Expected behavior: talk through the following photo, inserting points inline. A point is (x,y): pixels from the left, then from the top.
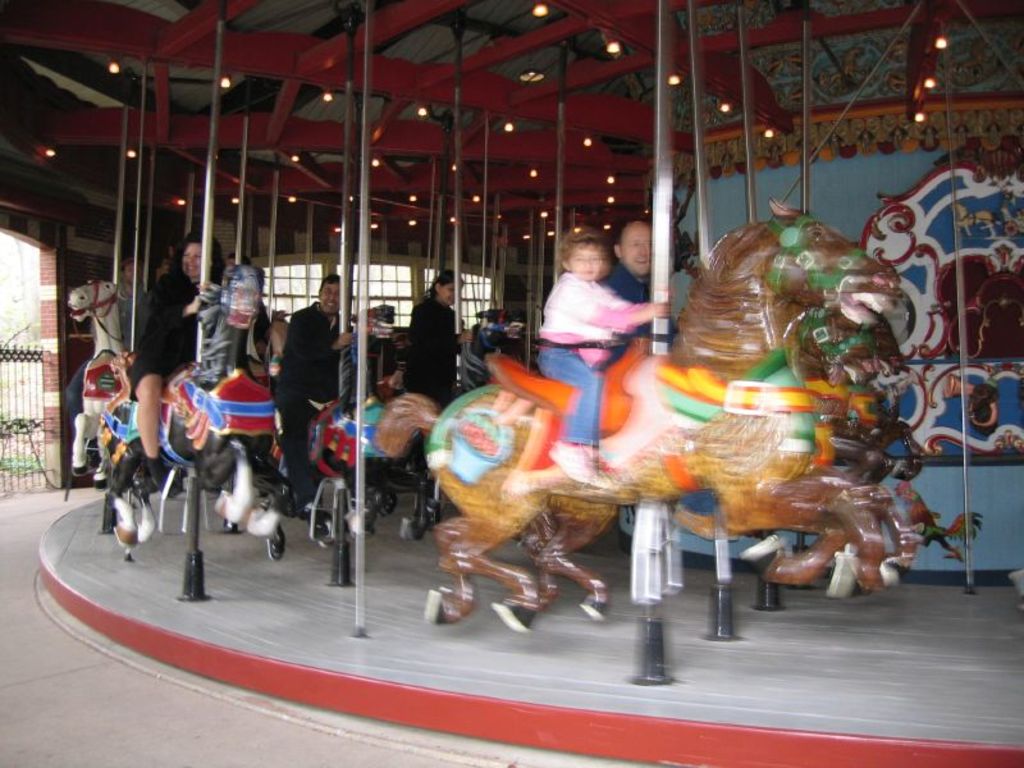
In this picture we can see the group of people (160,330) and the carousel (511,401), we can see the metal rods (670,244), sculptures of animals (825,323) and we can see the lights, windows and some other objects (52,475).
